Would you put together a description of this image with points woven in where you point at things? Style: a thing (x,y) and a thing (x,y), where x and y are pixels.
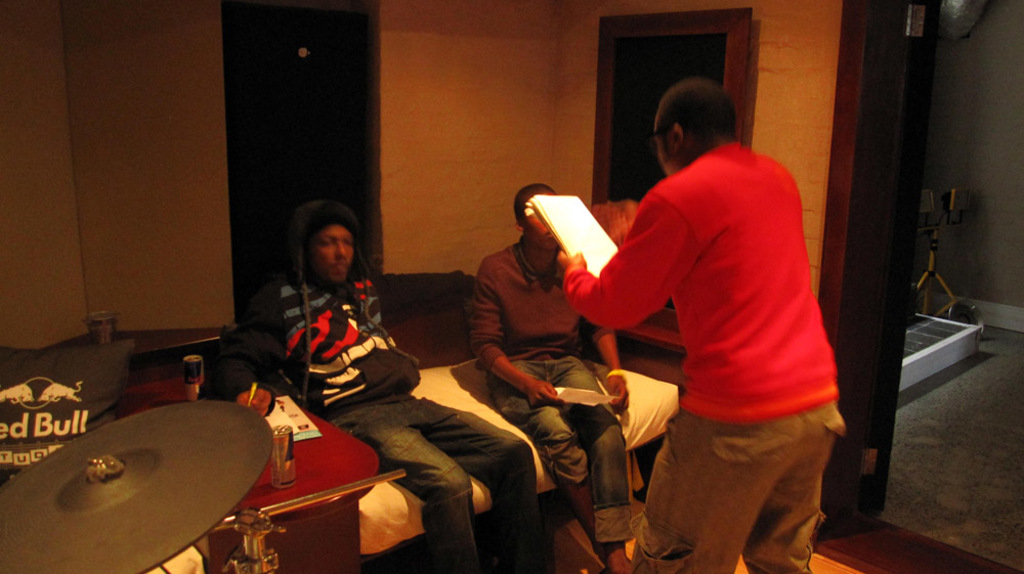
In this image a person (721,332) wearing a red top (701,250) is holding a book (576,231) in his hand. Before him two persons (313,365) are sitting on the sofa (505,415). Beside the sofa (385,497) there is a table (321,489) having few objects (287,479) on it. Left bottom there is a musical instrument (78,489). Behind it there is a cushion (70,395). Background (37,328) there is a wall (776,130). Right side (927,367) there are few objects (951,333) on the floor (951,395).
